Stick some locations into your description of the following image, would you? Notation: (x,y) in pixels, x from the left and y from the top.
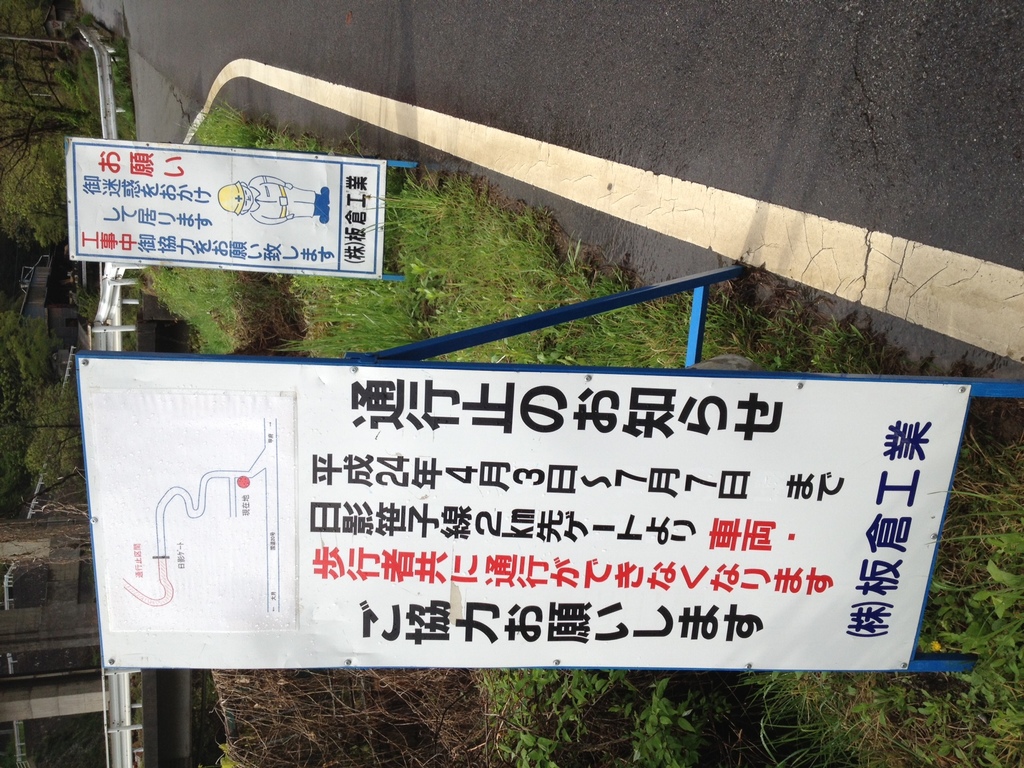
In this picture I can observe two boards (316,256) on the side of the road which are in white color. I can observe some grass (313,290) on the left side of the road (178,57). On the left of the picture (33,446) I can observe trees (54,174).
